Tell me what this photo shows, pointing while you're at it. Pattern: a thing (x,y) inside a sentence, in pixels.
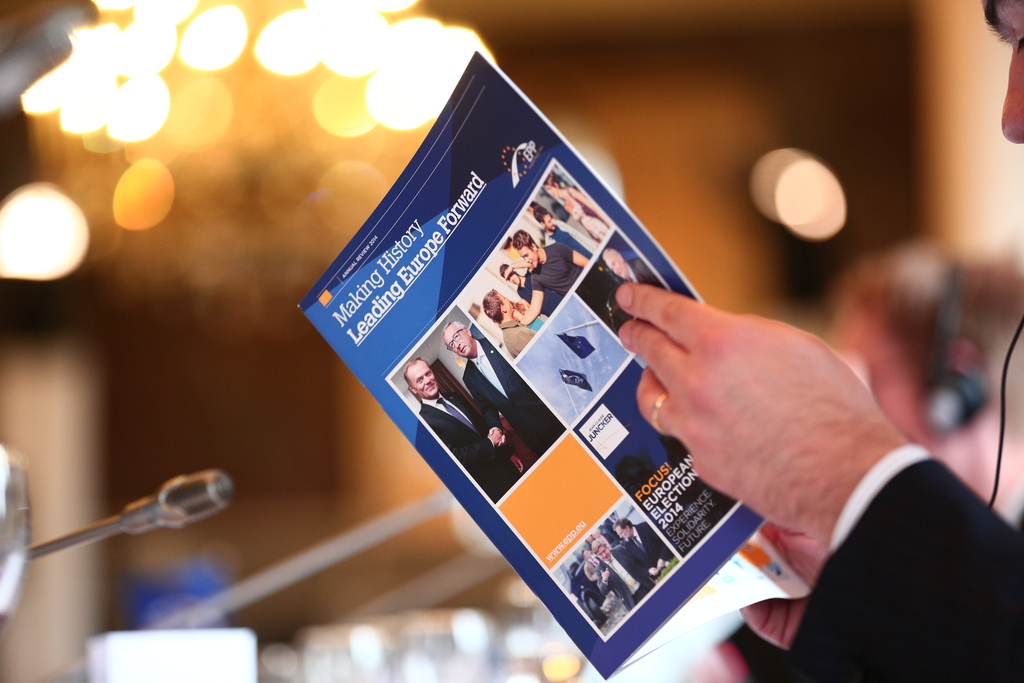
In this image I can see a person (826,415) is holding a magazine (610,273) in hand (739,455). In the background (898,254) I can see a person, focus lights (268,54) and a wall (727,98). This image is taken may be in a hall (610,51).
